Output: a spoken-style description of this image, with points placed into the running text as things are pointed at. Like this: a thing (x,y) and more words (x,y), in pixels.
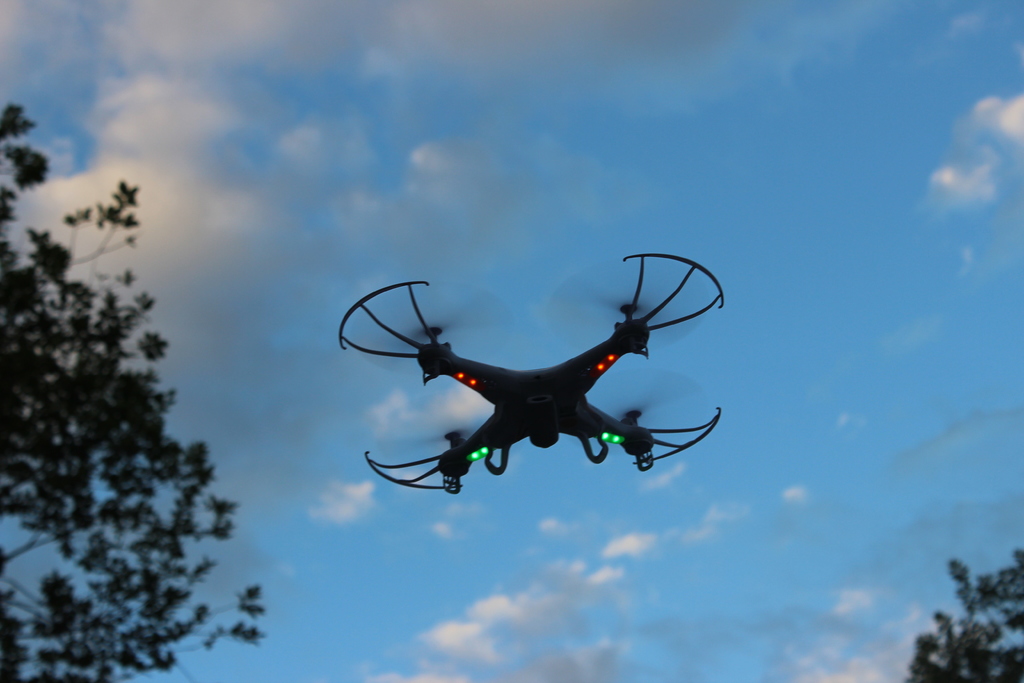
In the middle (586,372) I can see a drone camera (606,424). The background (600,529) is covered with trees (16,403) and the sky (620,137). This image is taken may be during a day.
